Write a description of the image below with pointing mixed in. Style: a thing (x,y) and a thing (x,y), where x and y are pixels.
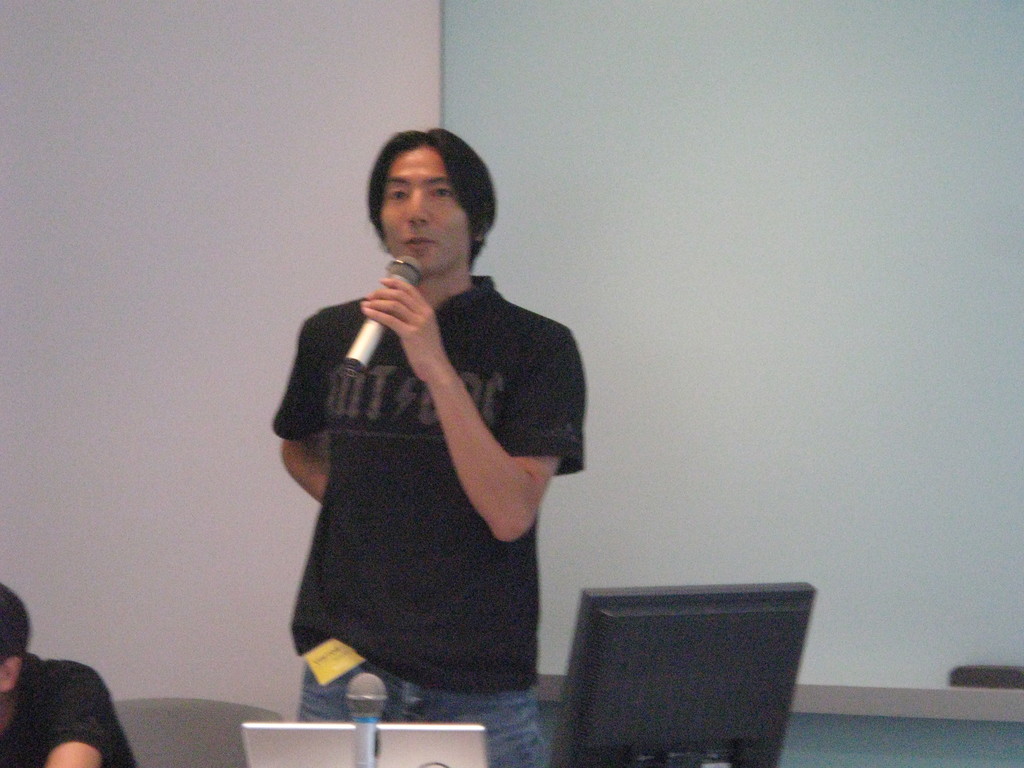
A person (446,474) is holding microphone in his hand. There is a laptop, a person (62,699), chair (136,724) and a screen (646,739) around him.
